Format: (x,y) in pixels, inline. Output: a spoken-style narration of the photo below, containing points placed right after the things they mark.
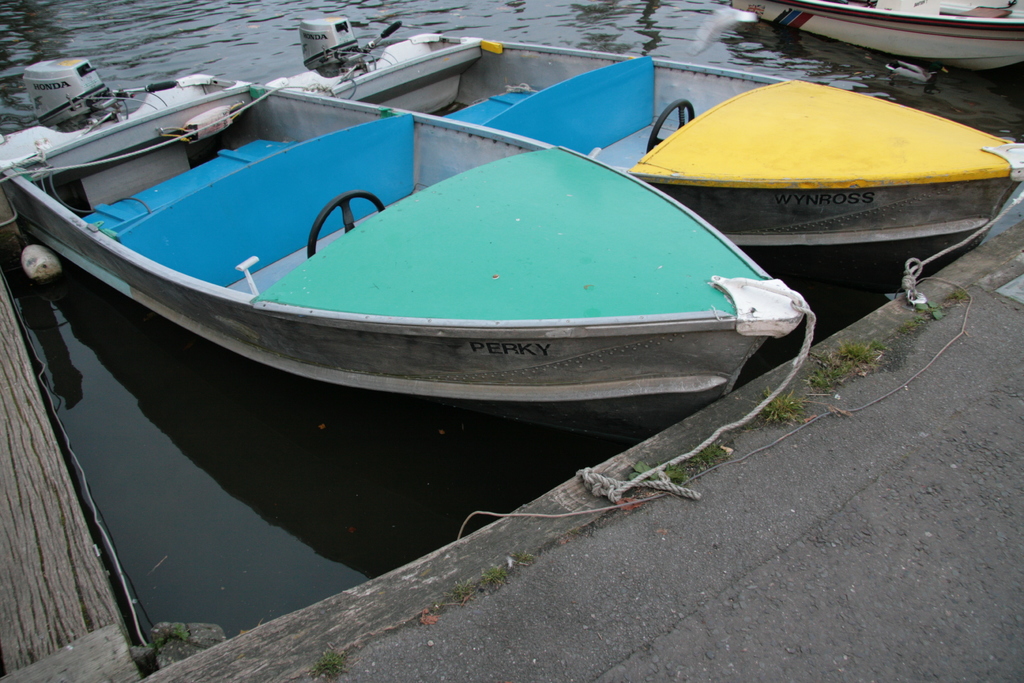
In this picture we can see a few boats (369,104) on the water (545,426). There are ropes (965,244), some grass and wooden objects (61,647).
